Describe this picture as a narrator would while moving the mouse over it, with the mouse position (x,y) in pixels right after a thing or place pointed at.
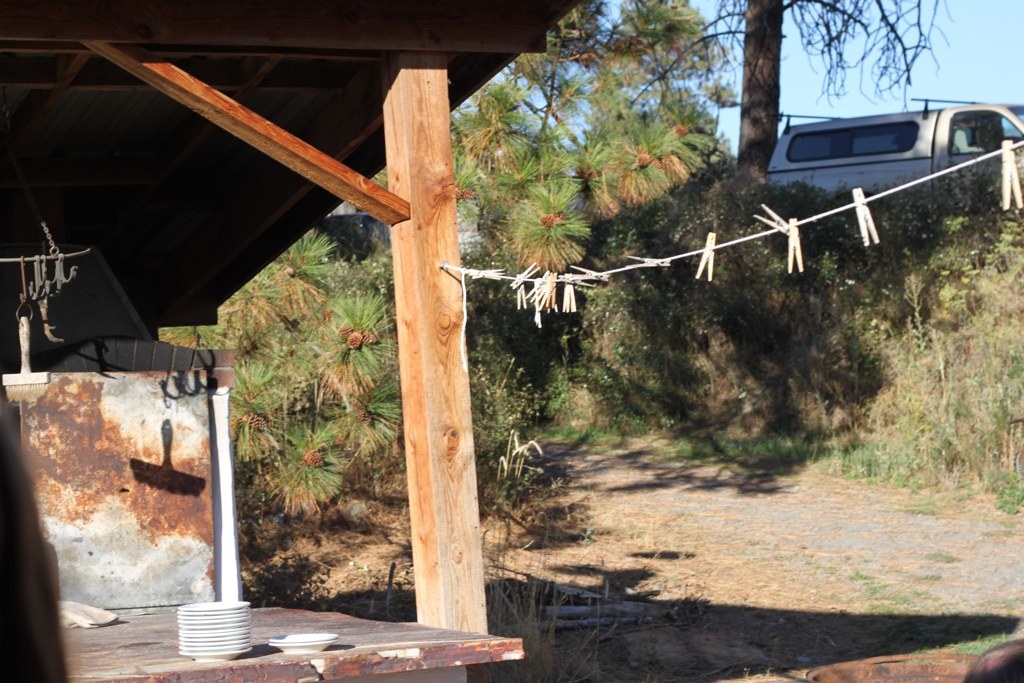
In this image, we can see trees (586,175) and plants (596,352). There is a shelter (236,218) on the left side of the image (194,184). There are plates (215,633) in the bottom left of the image (233,635). There is a stem (753,62) and vehicle (879,132) in the top right of the image (912,129). There is a rope (467,273) in the middle of the image (513,279) contains clips (495,276).
